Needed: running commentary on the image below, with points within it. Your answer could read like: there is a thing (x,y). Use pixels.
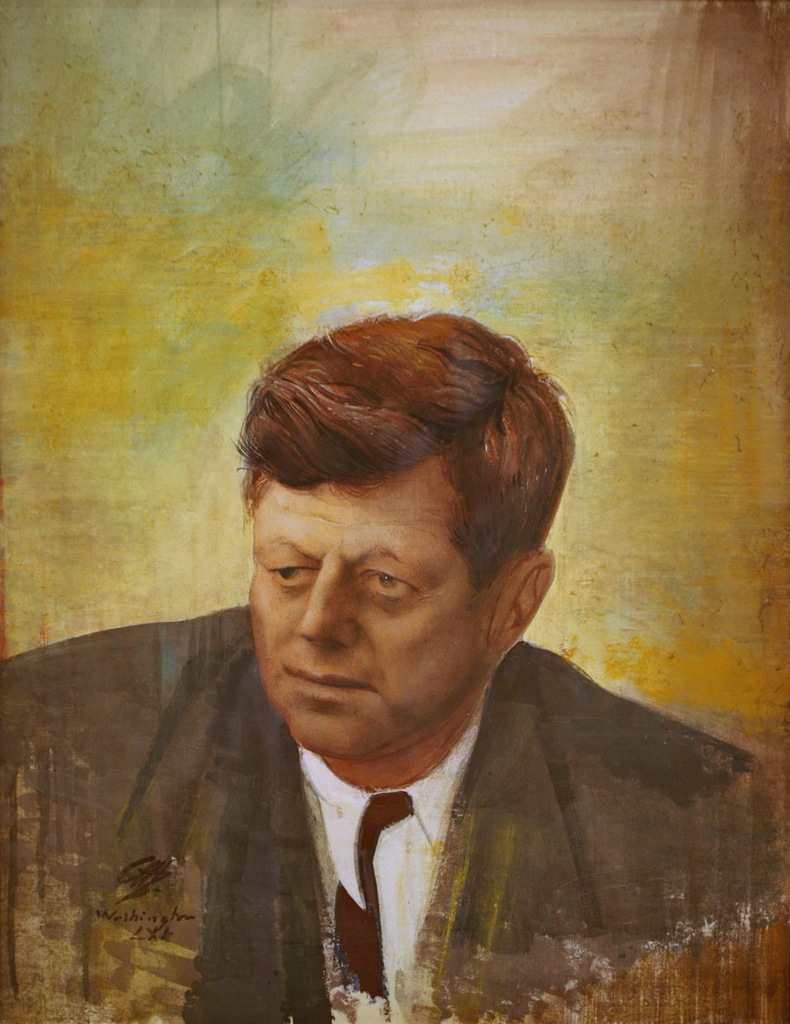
In this image I can see a painting (314,603) of a man (269,803) and there is a signature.
